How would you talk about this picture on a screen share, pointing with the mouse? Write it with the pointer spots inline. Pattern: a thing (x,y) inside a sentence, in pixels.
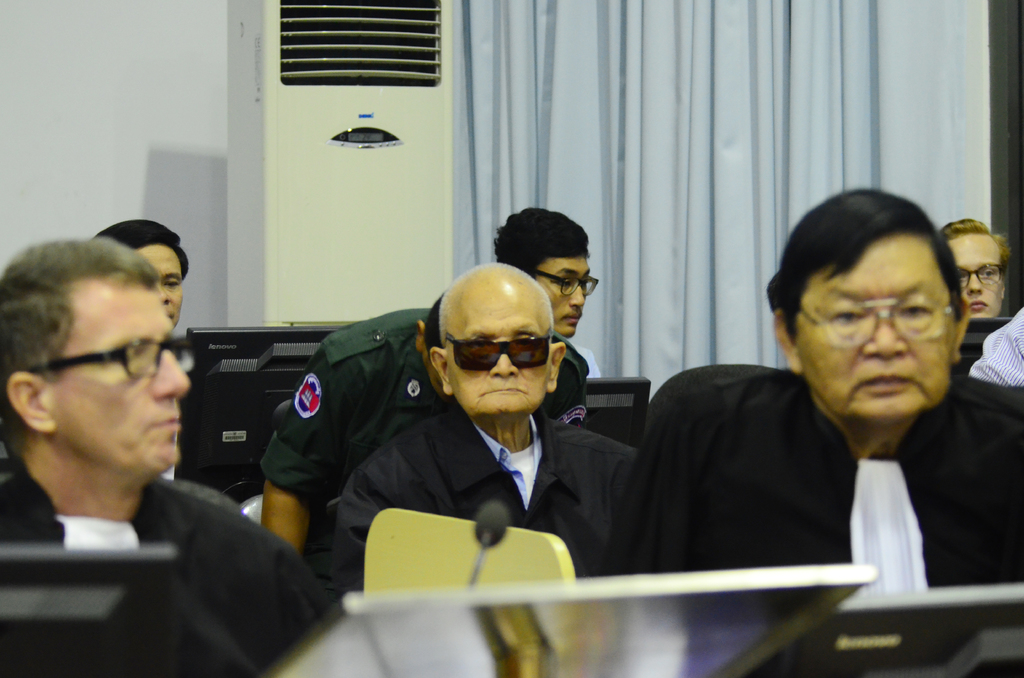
In the foreground of this image (639,537), there are men (506,452) sitting on the chairs (392,523) in front of laptops (808,615) and the monitors (222,419). In the background (999,300), there is a woman's face (962,231), curtain (676,98), an AC (408,204) and a wall (79,105).
